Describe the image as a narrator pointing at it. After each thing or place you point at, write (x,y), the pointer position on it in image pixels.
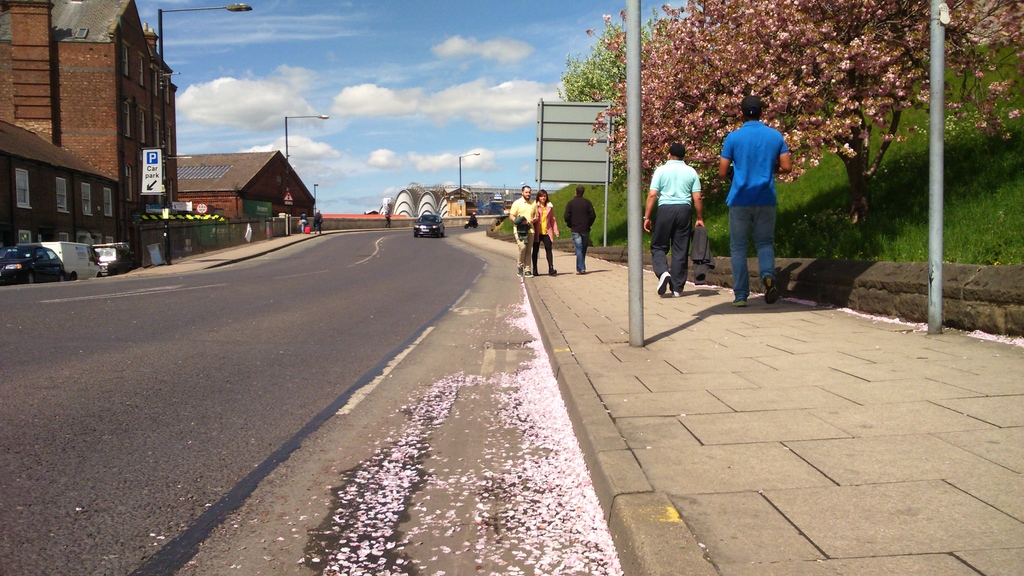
In the background of this picture (429,214), there are vehicles (438,220) moving on the road (319,328). On the right side (684,231), there are persons (666,225) moving on the side path (672,413), poles (634,300), boards (572,117), trees (892,91), and grass (996,210). On the left side (177,171), we can see buildings (140,142), sign boards (147,175), vehicles (32,248), street poles (167,187), sky (297,108) and the cloud (355,102).
